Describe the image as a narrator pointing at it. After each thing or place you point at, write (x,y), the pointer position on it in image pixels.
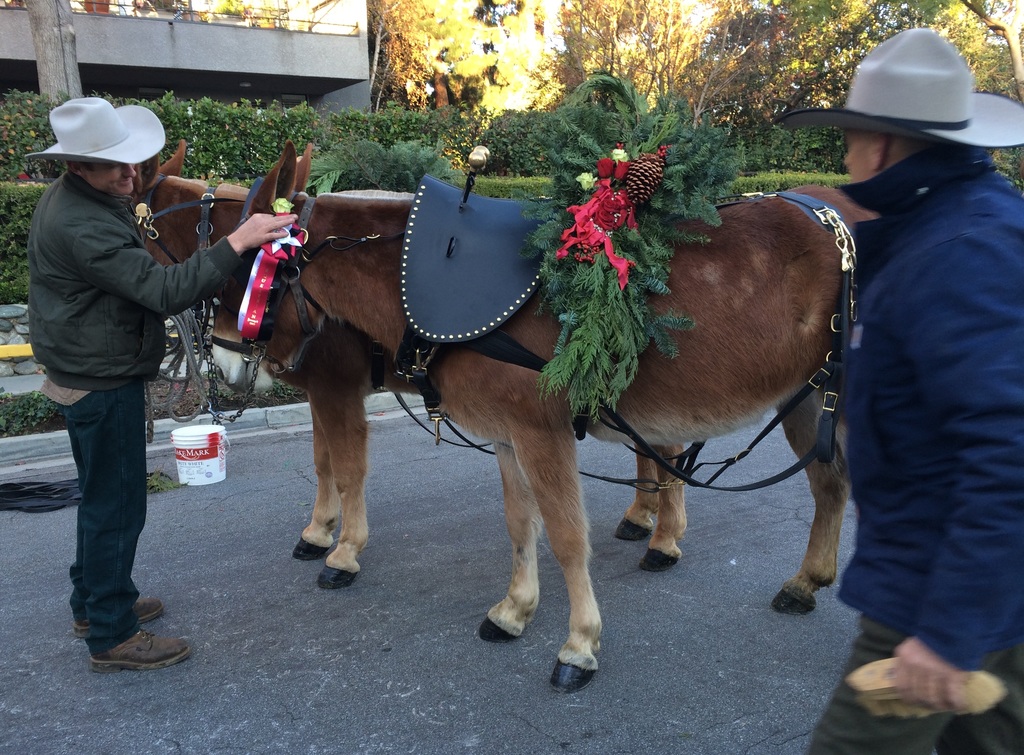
In this image we can see two men (210,256) wearing the hats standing on the road (402,635). We can also see two horses (449,366) a bucket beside them. On the backside (534,162) we can see some plants (507,150), a group of trees (652,98), a building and the sky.
